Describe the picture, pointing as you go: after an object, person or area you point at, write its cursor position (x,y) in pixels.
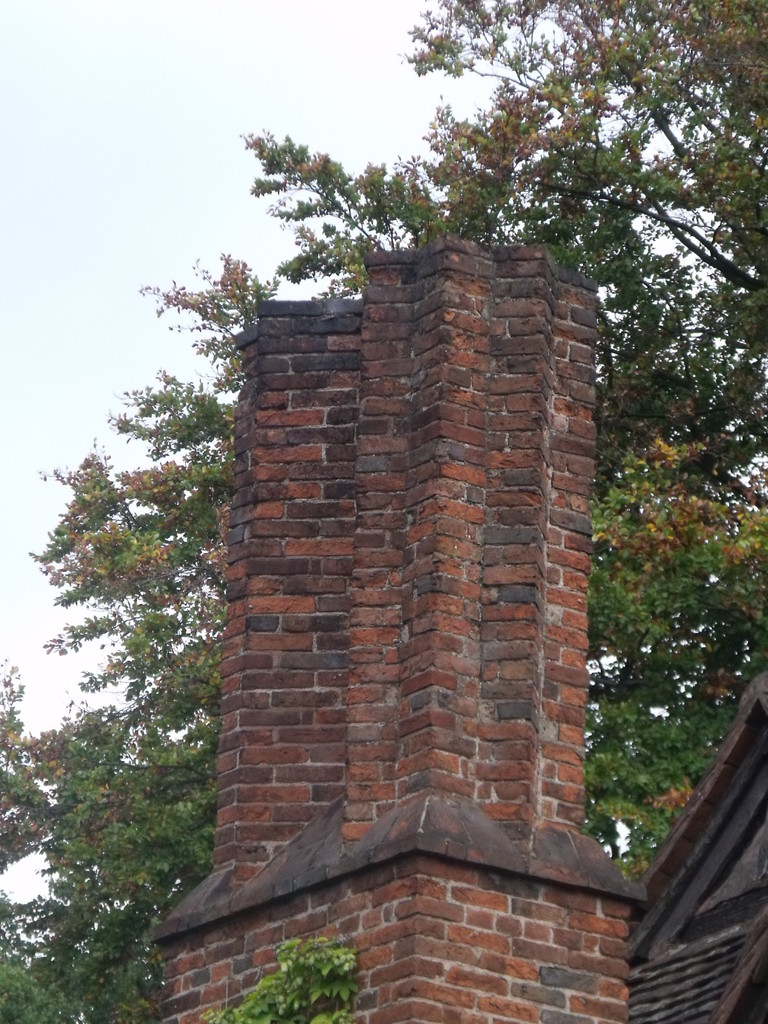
In the image in the center (386,672), we can see the sky (237,157), clouds (359,125), trees (602,76) and building (491,967).
